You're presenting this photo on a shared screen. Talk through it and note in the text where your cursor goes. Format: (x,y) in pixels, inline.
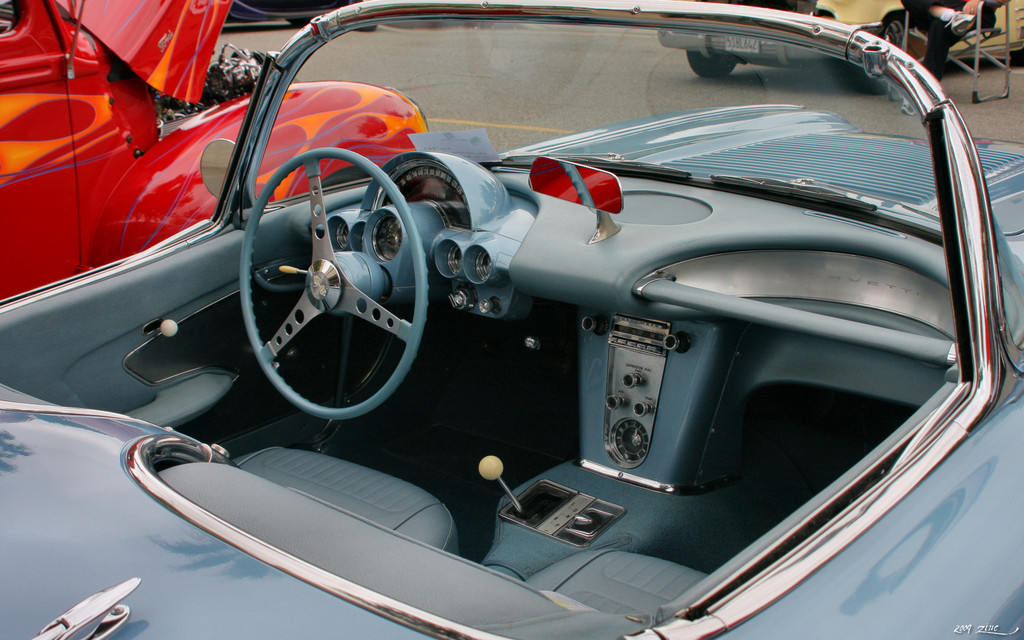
In the foreground of this image (561,522), there is a car (359,560). At the top (104,40), there are two cars (861,11) and a person (953,22) sitting on a chair (989,58).
